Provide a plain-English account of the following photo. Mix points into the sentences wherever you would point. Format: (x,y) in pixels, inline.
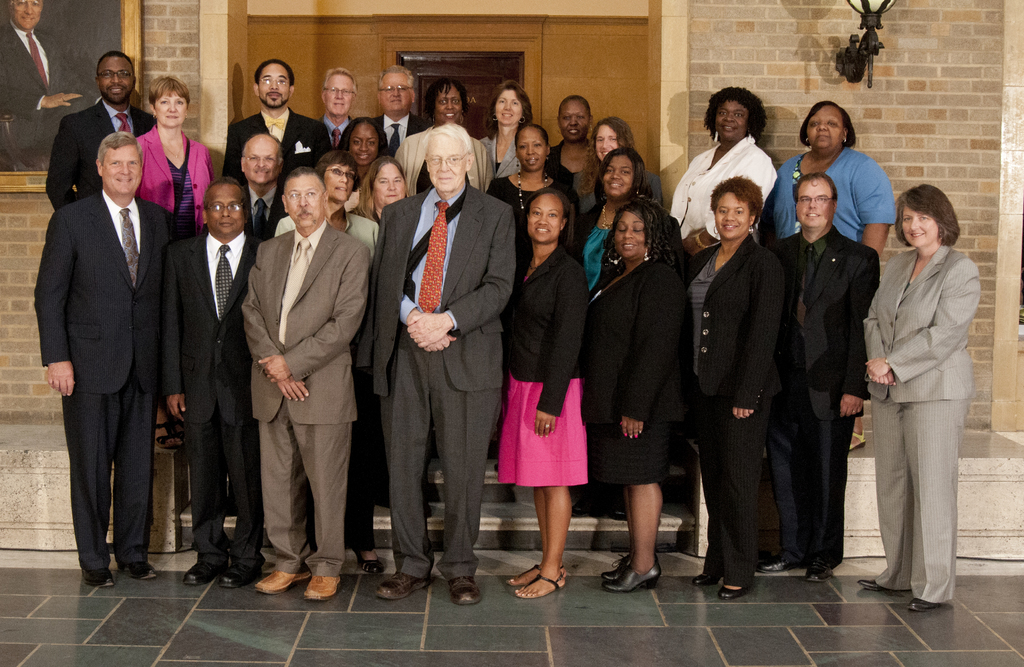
In this image in the center (415,418) there are some persons (706,314) standing and some of them are wearing suits (307,287). In the background (74,102) there is a photo frame (76,83), door (498,55), light (865,57) and wall (952,89). At the bottom (279,612) there is floor (654,606).
